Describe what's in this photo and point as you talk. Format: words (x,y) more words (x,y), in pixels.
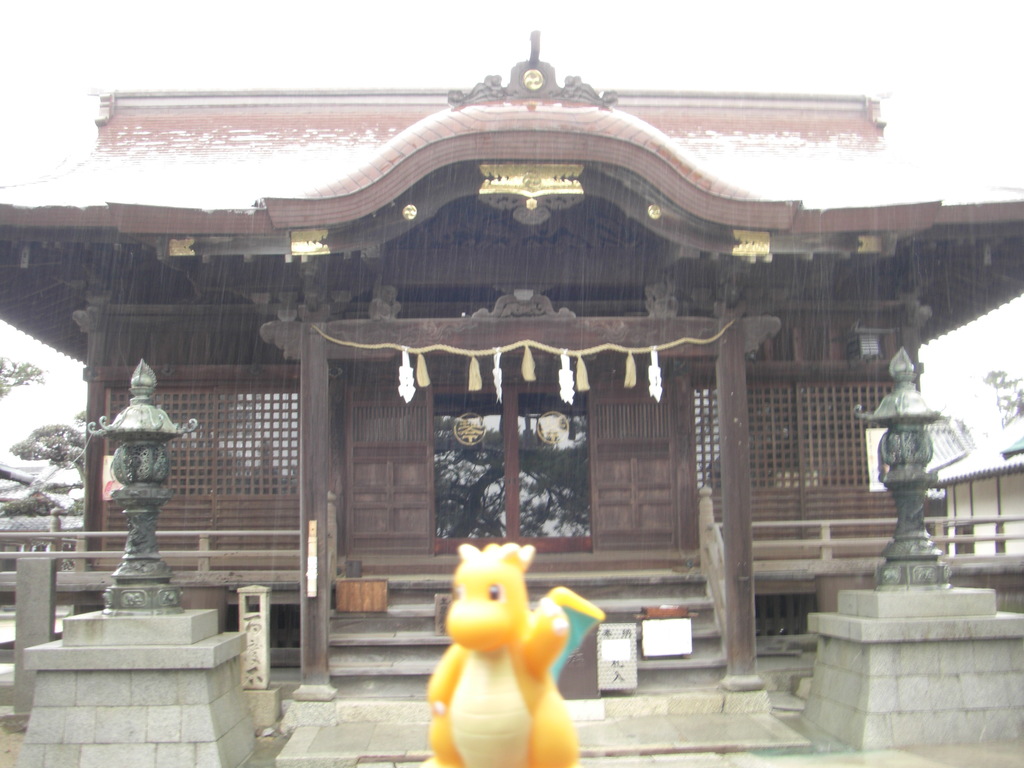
In this picture we can see a brown color house (435,213) with roof tiles (280,157). In the front (494,732) bottom side we can see the yellow color toy (445,726).
